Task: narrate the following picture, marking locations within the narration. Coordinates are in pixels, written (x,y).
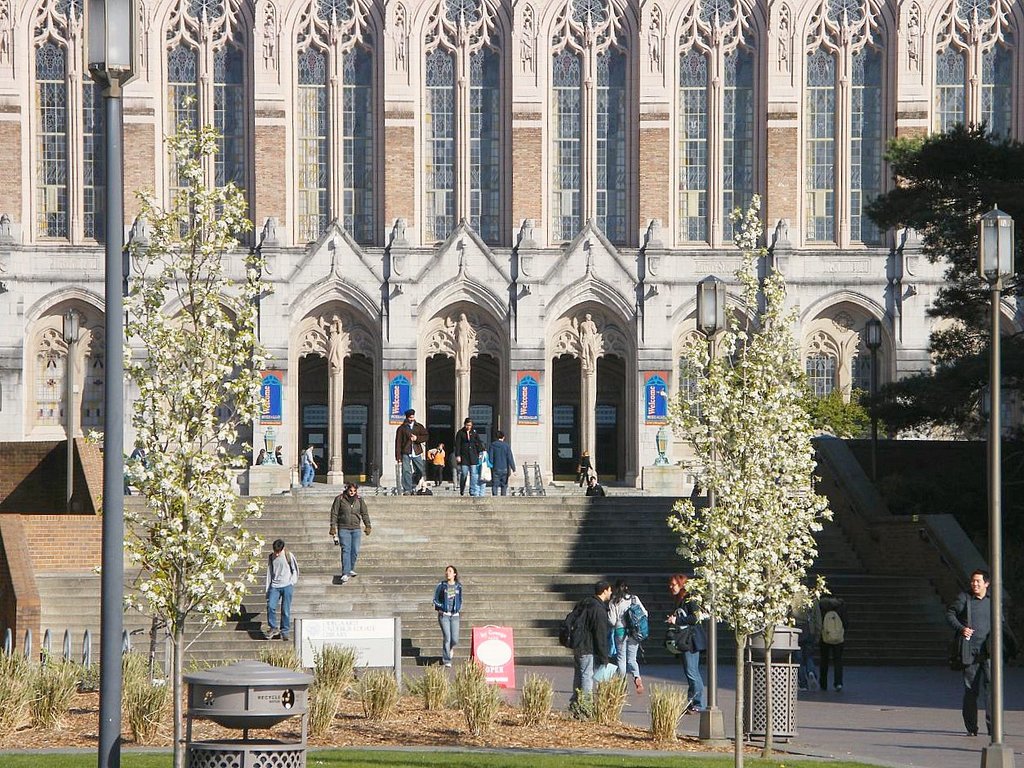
In this picture there is a building (917,352) in the center of the image (382,318) and there are stairs (551,552) at the bottom side of the image (555,540), there are people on the right (691,669) and center of the image (434,471), there are trees (731,468) on the right (789,367) and left side of the image (174,457).
